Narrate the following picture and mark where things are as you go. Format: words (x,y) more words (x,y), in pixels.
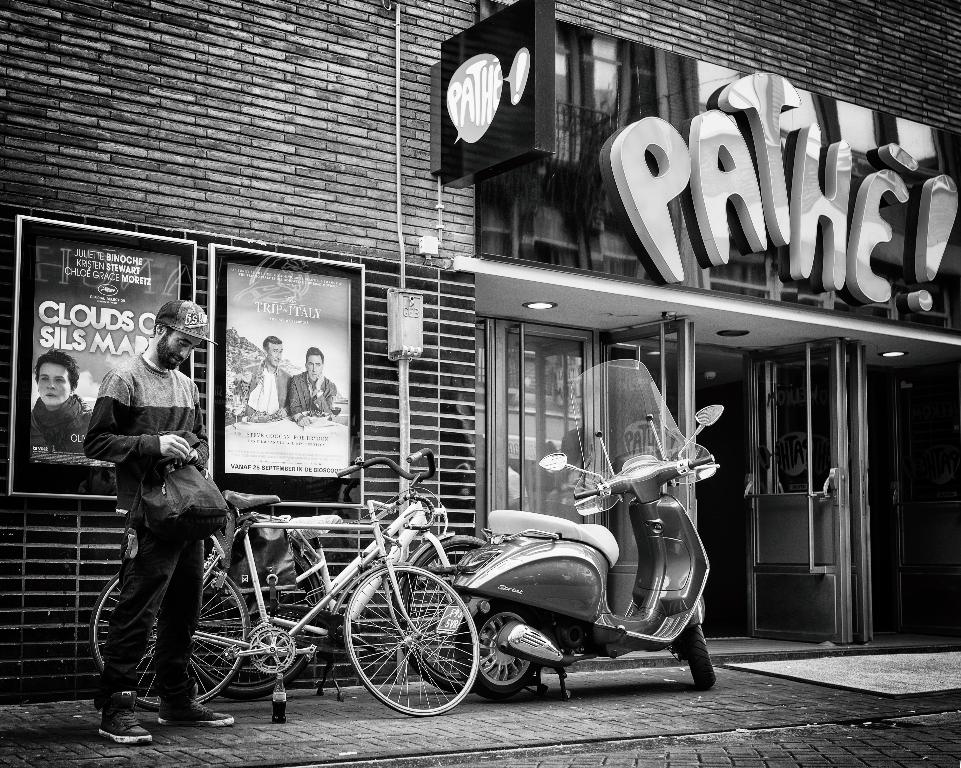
This is a black and white image and here we can see bicycles (320,564) and a vehicle (563,589) is on the road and we can see a person (175,625) holding a bag (159,463) and wearing a cap (191,321). In the background (187,278), there are boards (237,302) on the wall (282,194) and we can see glass doors (660,351) and there are lights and we can see some text (724,243).
